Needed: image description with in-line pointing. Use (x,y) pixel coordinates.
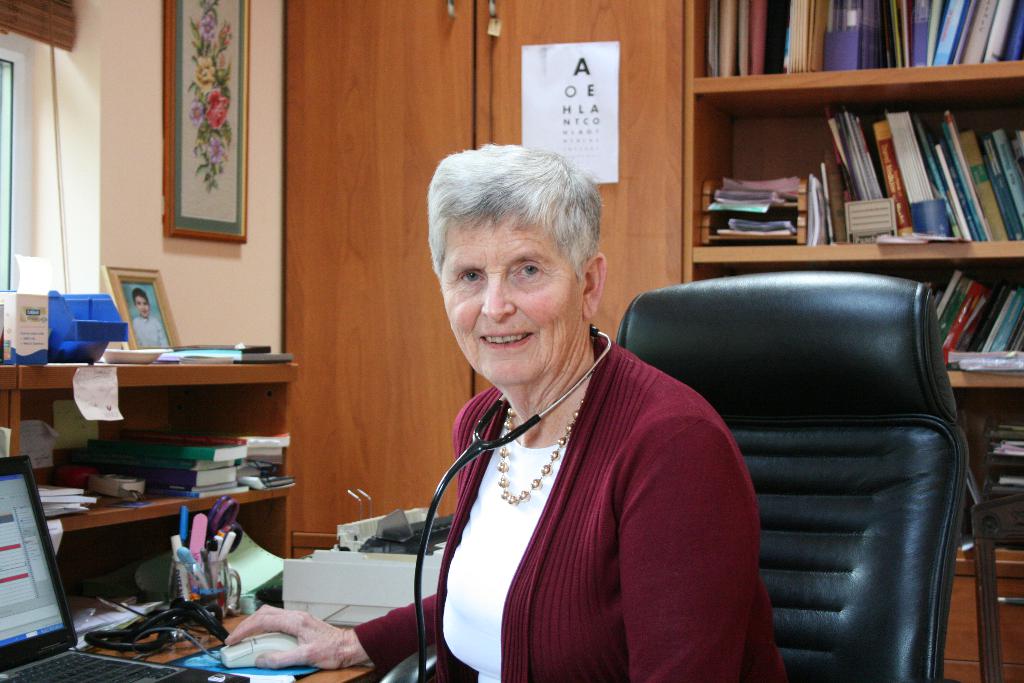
Here we can see a woman (640,390) sitting on the chair (736,440), and in front (81,659) here is the table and computer (73,674) and some objects (168,600) on it, and here are the books (792,38), and here is the wall (263,212) and photo frame (202,117) on it.
